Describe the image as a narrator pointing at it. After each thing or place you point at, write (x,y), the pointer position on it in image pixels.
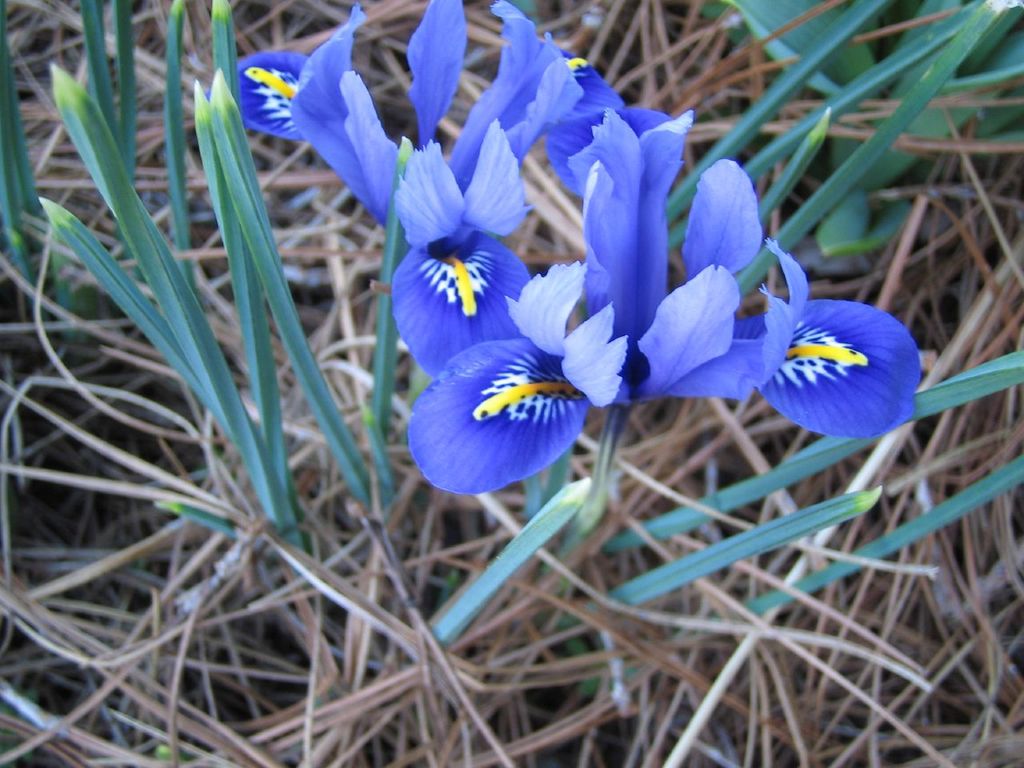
In this image we can see the flowers (498,302), leaves (243,245) and also the dried grass (649,631).
